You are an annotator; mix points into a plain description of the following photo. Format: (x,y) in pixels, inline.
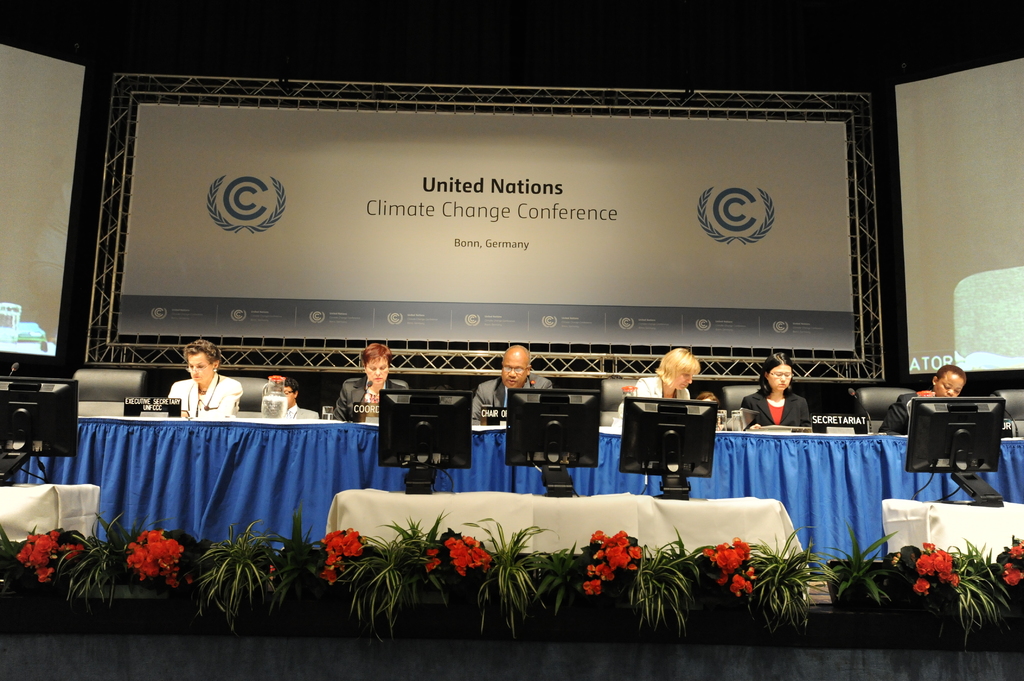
In this image we can see few persons (351,382) sitting on chairs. In front of the persons (178,391) we can see few objects (853,414) on the table (843,449). There are monitors (424,464) on the table (544,498). At the bottom (929,568) we can see plants (386,545) and flowers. Behind the persons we can see a board (645,213) with text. On both sides of the image we can see the screens (23,172).
